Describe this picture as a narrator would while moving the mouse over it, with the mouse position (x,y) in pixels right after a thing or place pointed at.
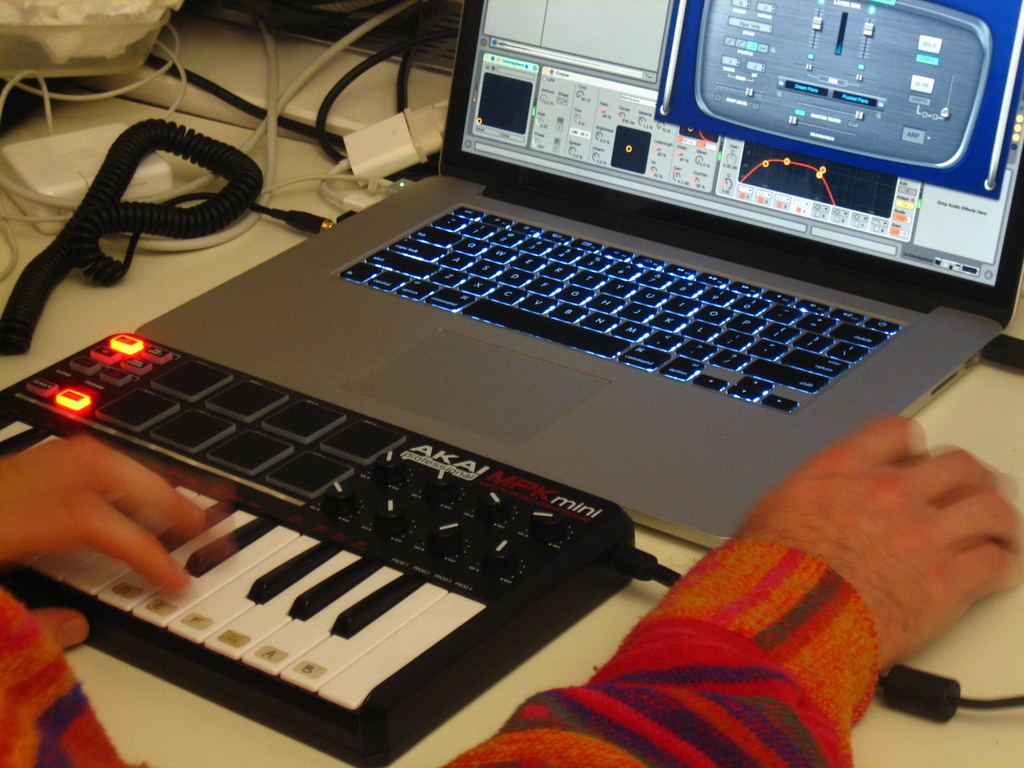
In this image there is a laptop (672,165) truncated towards the top of the image (681,66), there is a musical instrument (296,591) on the surface (192,713), there are hands (872,540) of the person (108,748) truncated, there are objects (375,173) on the surface (961,410), there is an object (89,36) truncated towards the top of the image (92,40), there are wires (267,33), there is an object (949,693) truncated towards the right of the image (957,692).
